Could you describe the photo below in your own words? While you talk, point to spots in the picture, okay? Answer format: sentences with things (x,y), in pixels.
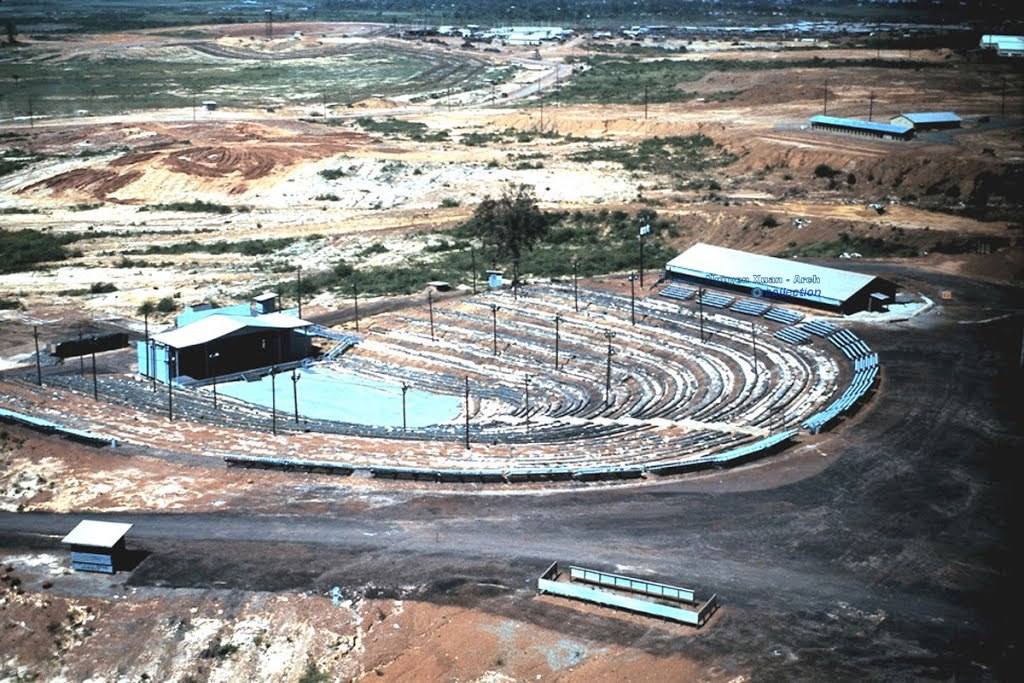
In this image we can see houses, poles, objects (752,415) are on the ground (298,527). In the background (375,208) we can see grass (267,74) and poles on the ground (232,125).
